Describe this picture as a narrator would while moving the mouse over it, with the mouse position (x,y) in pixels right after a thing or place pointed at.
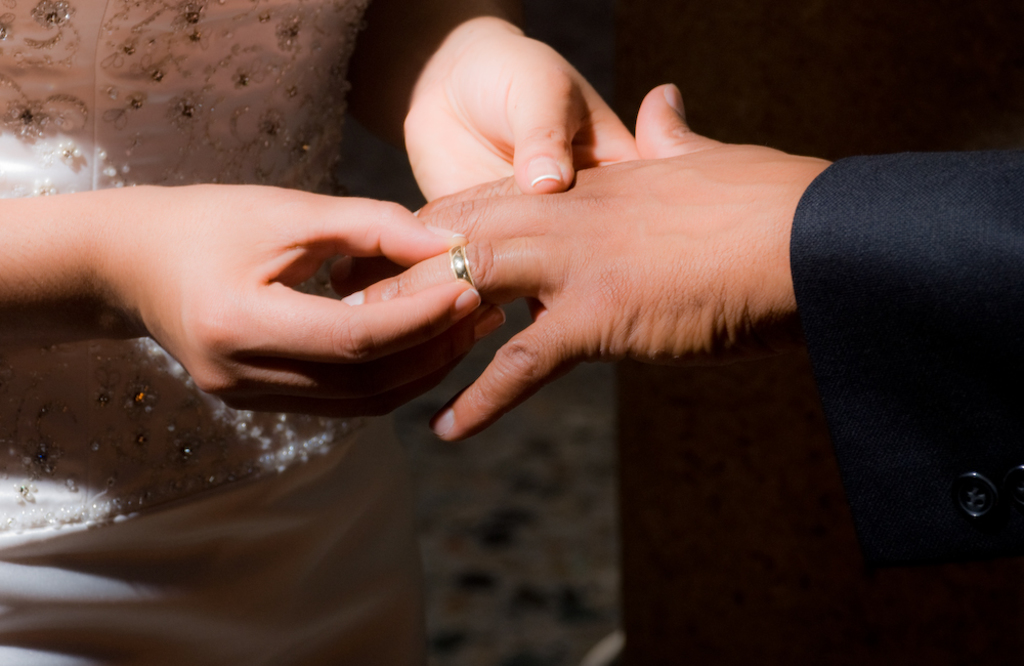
In this picture I can see a woman (338,178) holding a man hand (629,268) and keeping ring (458,267).
